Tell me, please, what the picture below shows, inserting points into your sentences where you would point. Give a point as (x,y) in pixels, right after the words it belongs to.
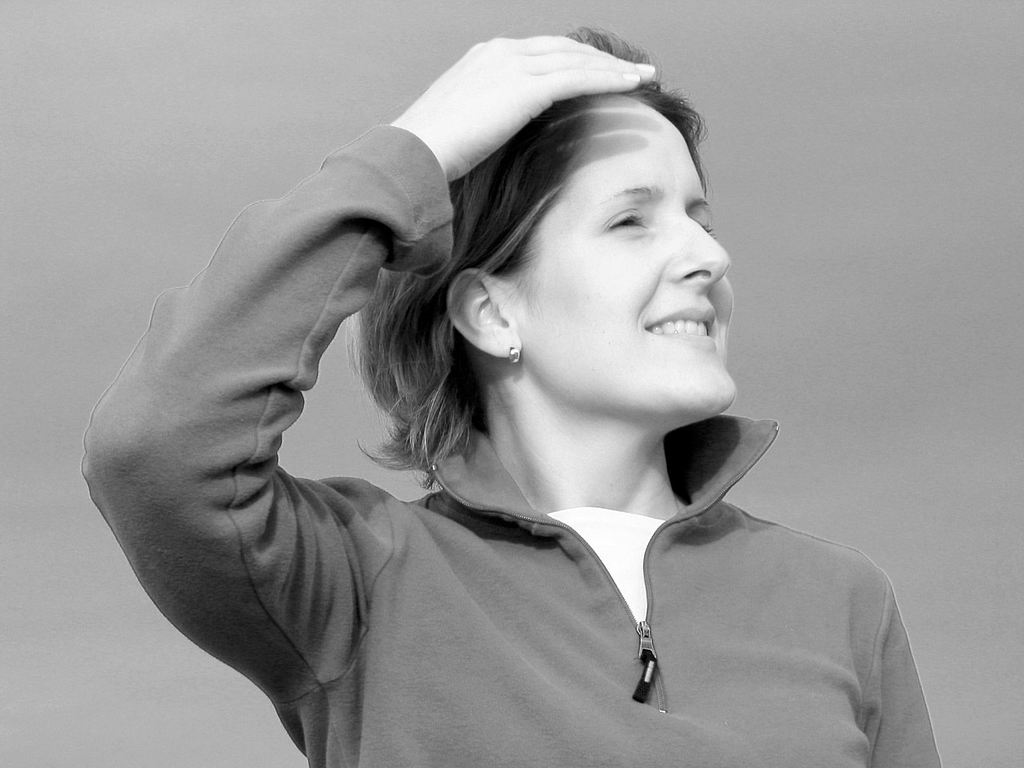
This looks like a black and white image. I can see the woman (610,566) standing and smiling. She wore a jerkin (692,699).
